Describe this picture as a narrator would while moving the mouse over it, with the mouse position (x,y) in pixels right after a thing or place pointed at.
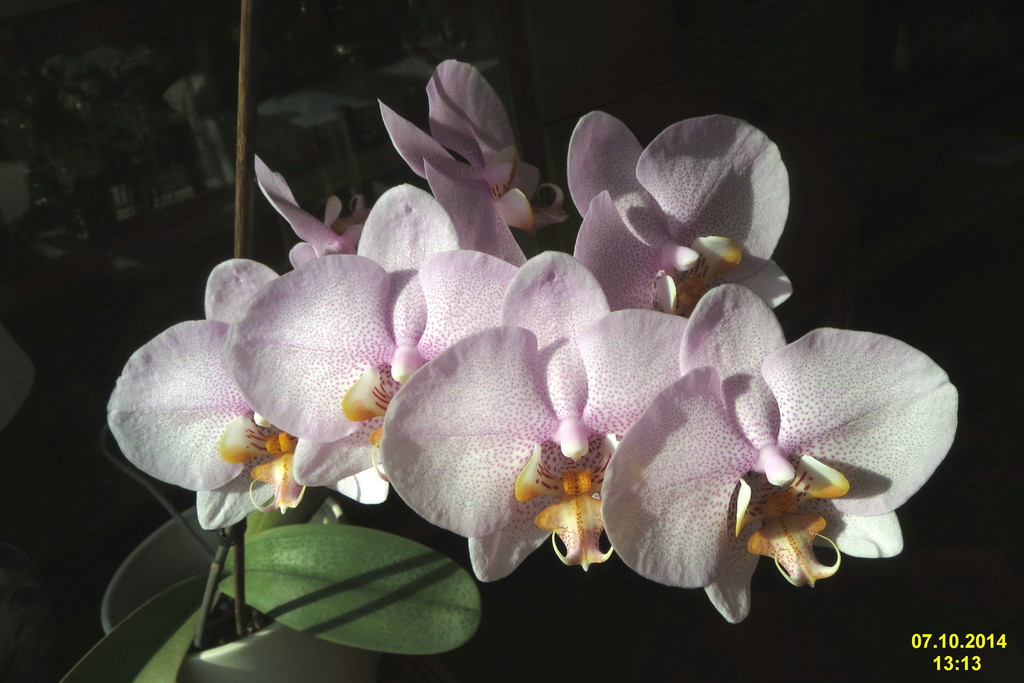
In this image I can see few flowers (407,198) in light pink color, leaves (312,529) in green color and I can see dark background (498,623).
